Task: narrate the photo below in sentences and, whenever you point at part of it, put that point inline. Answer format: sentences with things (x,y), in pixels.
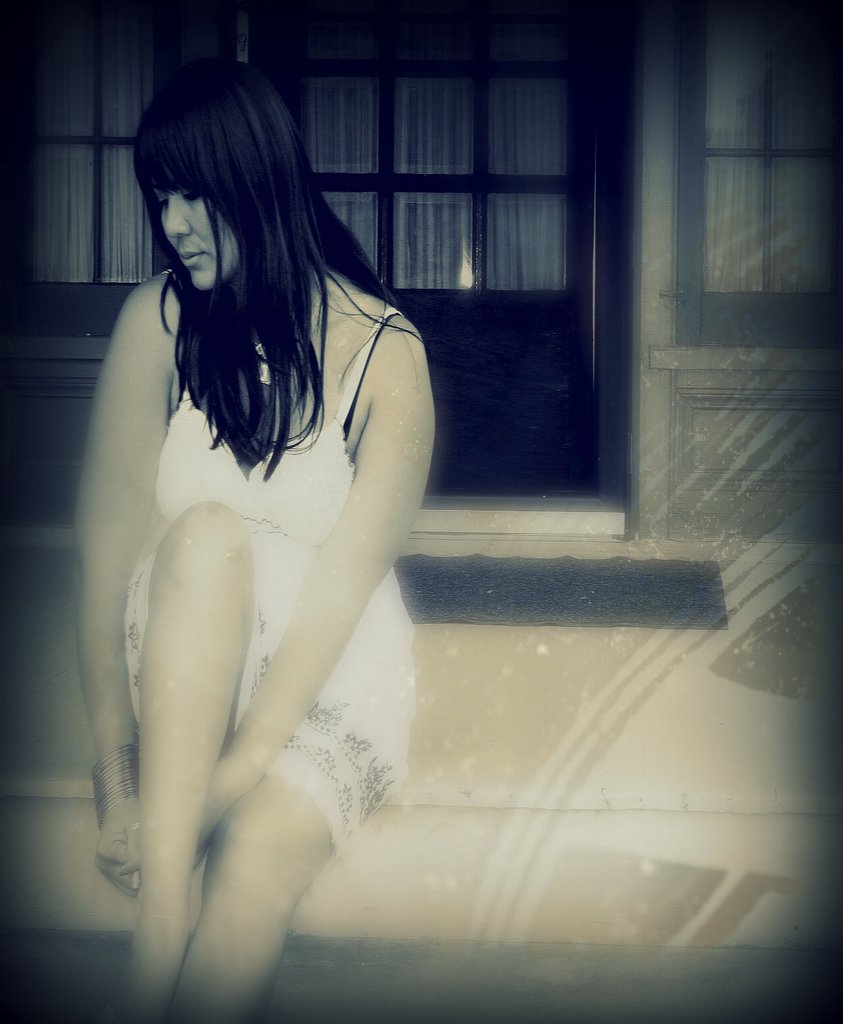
In this image we can see a lady (294,710) sitting. In the background of the image (393,277) there is a door (387,12). There is a doormat (532,601).
